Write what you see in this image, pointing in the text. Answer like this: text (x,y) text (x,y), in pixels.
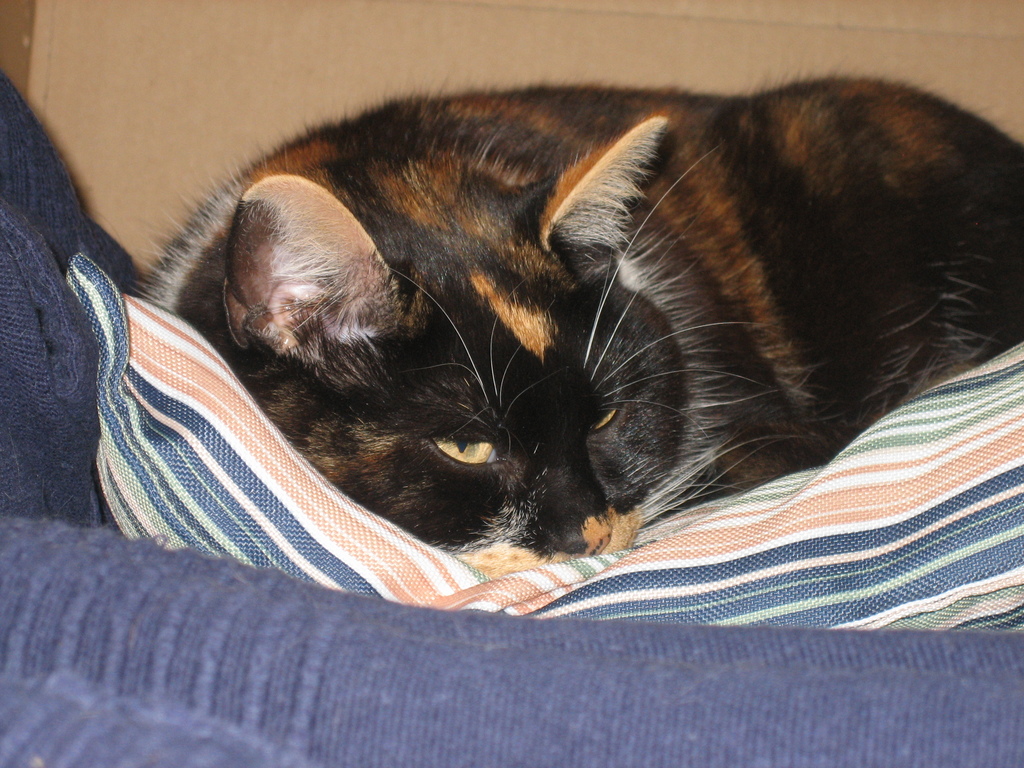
In this image I can see a black color cat (592,306) laying on a bed sheet (579,563) which is in a box (172,80). In the background (289,42) there is a wall (274,60).
